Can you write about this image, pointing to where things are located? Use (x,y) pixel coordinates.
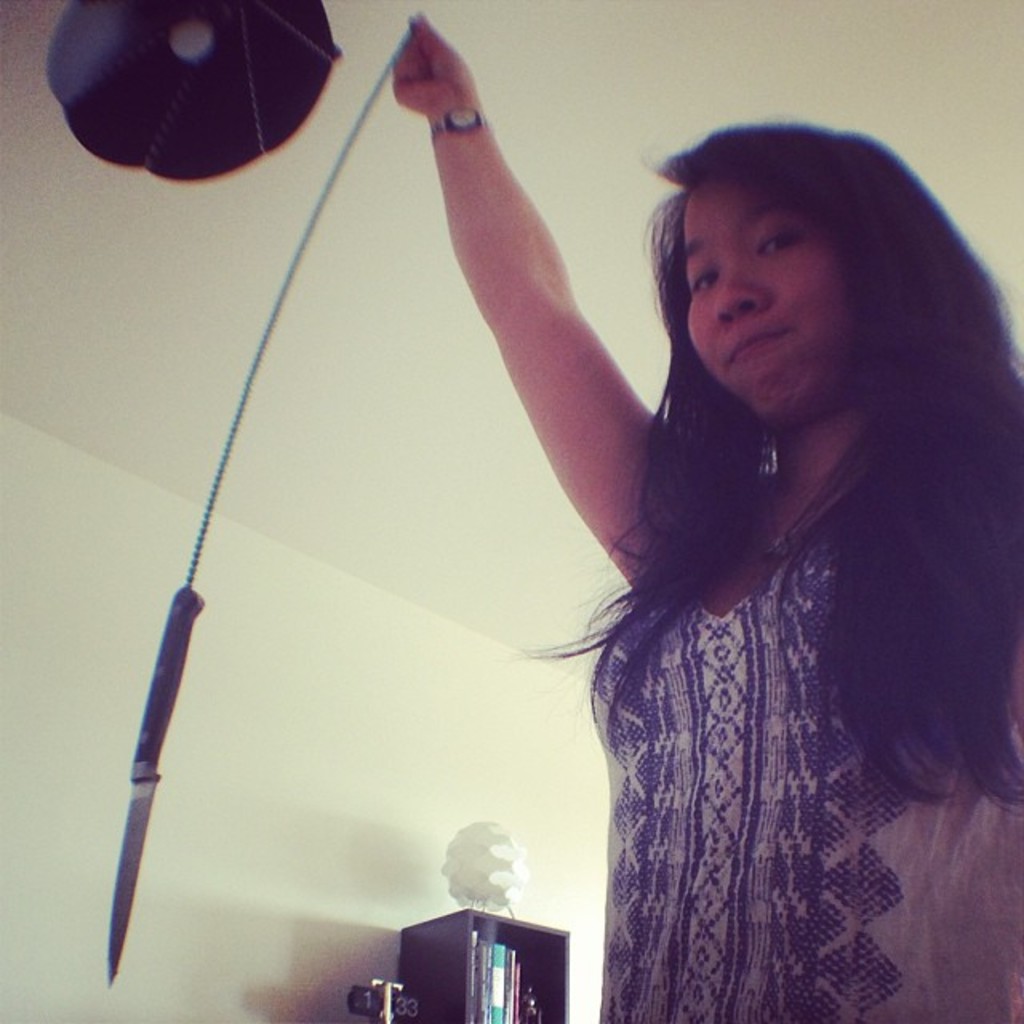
On the right side of the image (842,572), we can see a woman (918,433) is holding an object (294,278). Here we can see a knife (164,674). Background (164,860) there is a wall (422,844), few objects (468,902) and things (466,966). Left side (164,119) top of the image (134,52), we can see a bulb (175,80).
